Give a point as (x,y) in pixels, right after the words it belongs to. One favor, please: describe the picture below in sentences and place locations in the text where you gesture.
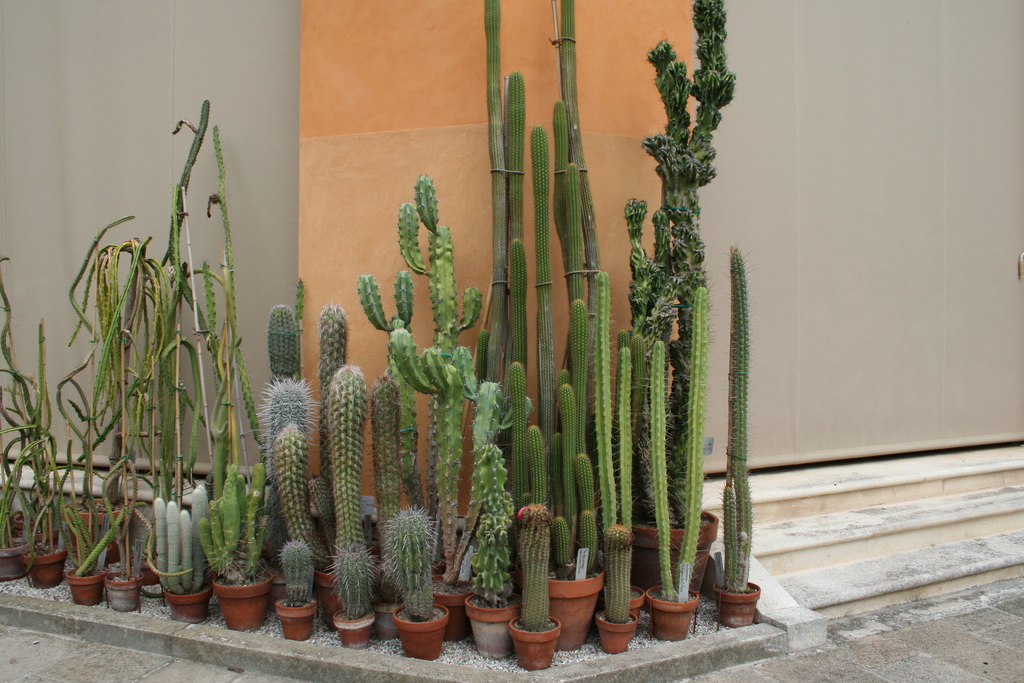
We can able to see different types of cactus (496,554) in a pot (633,587). The wall (411,67) is in peach color. The pots (583,594) are in brown color.
